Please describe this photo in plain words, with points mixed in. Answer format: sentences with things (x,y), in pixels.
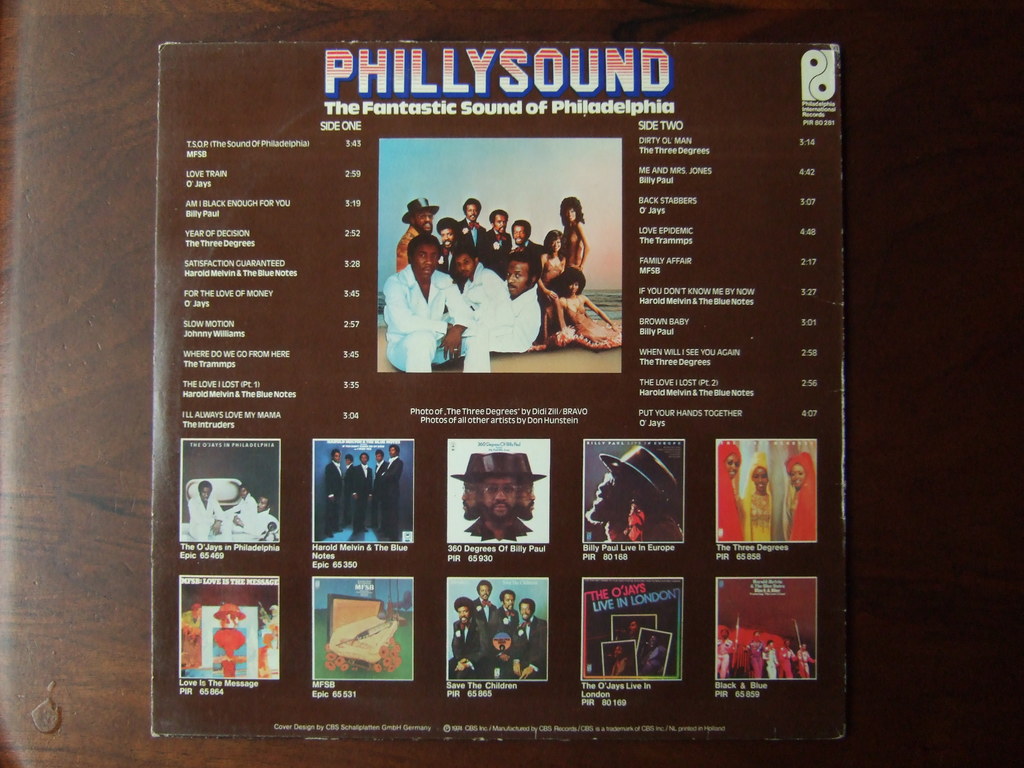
In this image there is one table (15,43) on the table (29,150) there is one record sleeve (544,348), and on the record sleeve (400,297) there is some text (280,204) and some persons (325,480).
